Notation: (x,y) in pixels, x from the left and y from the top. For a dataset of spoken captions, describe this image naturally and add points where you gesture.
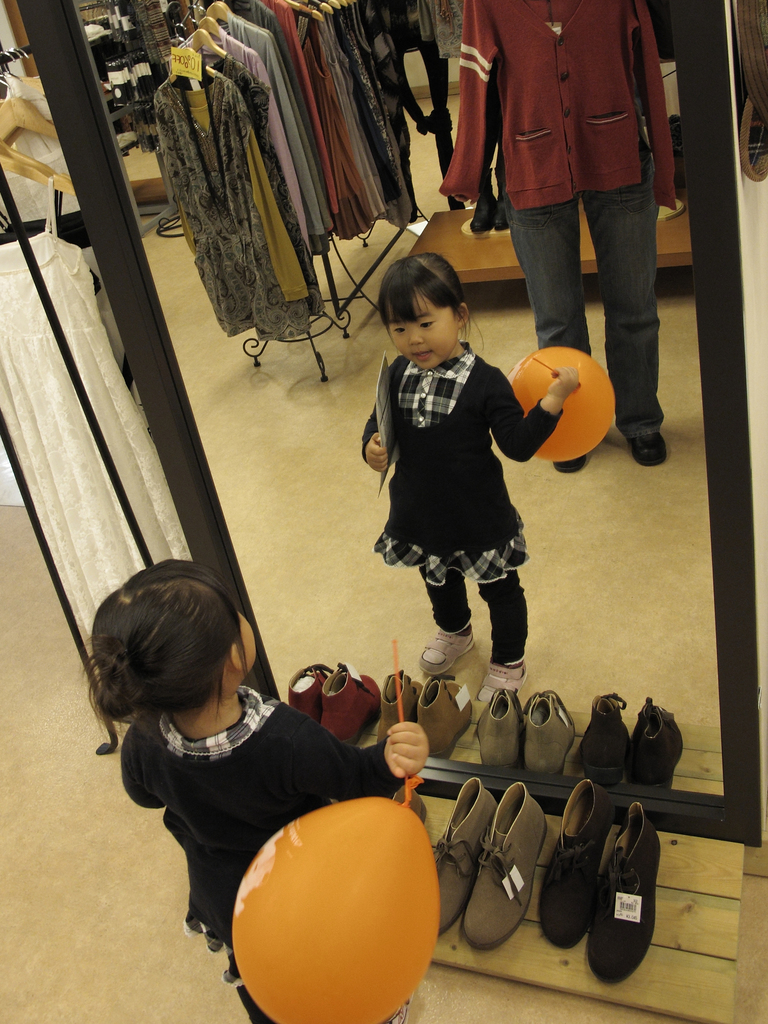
At the bottom of the image (227,847) a girl (227,847) is standing and holding a balloon (289,999) and paper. Behind her there are some footwear (510,711) and mirror (526,188). In the mirror (258,122) we can see some clothes (269,128). Beside the mirror (122,103) we can see some clothes (73,295).
